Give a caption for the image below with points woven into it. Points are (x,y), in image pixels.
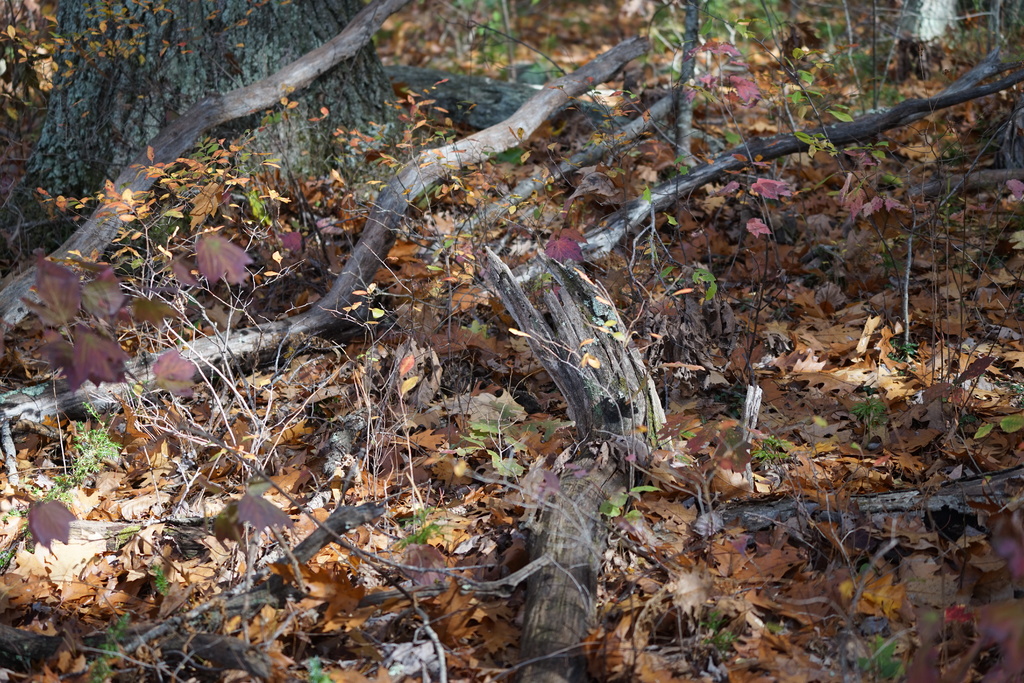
In this picture I can see there is a tree (247,66) and there are dry leaves (489,355), branches (303,548) and twigs (384,572) and there are few plants (55,308).
